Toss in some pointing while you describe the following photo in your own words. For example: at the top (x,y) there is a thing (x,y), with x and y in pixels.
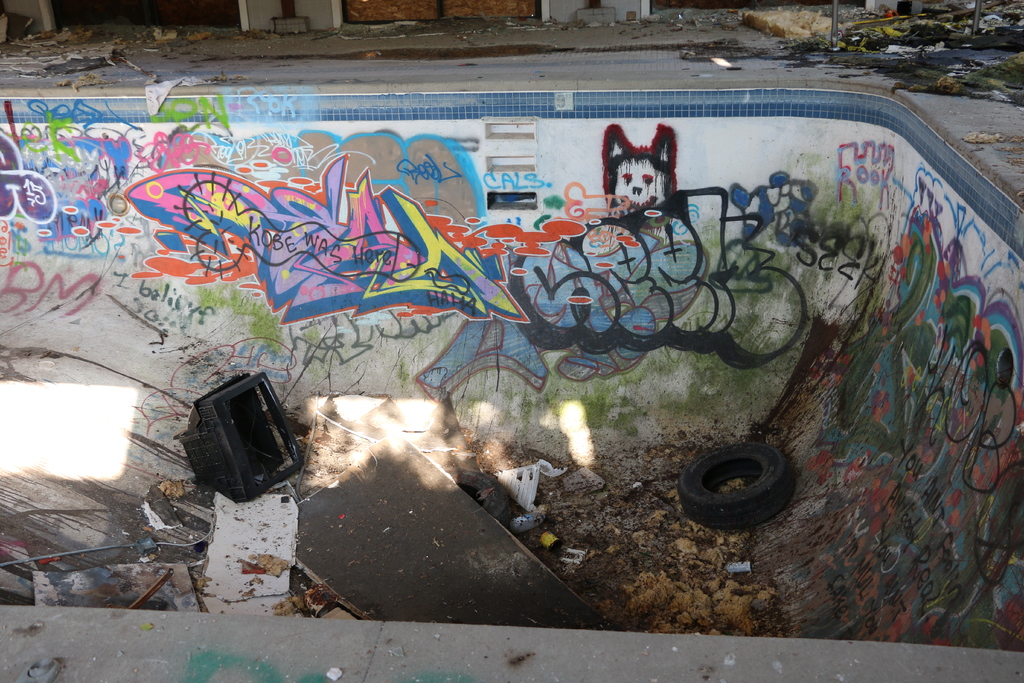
In this image we can see drawings (568,318) and texts (427,249) written on a platform (786,625) and we can see tire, wooden objects (335,562) and TV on the platform (1009,549). At the top (61,30) we can see wastage (158,47) on the platform (389,47).
